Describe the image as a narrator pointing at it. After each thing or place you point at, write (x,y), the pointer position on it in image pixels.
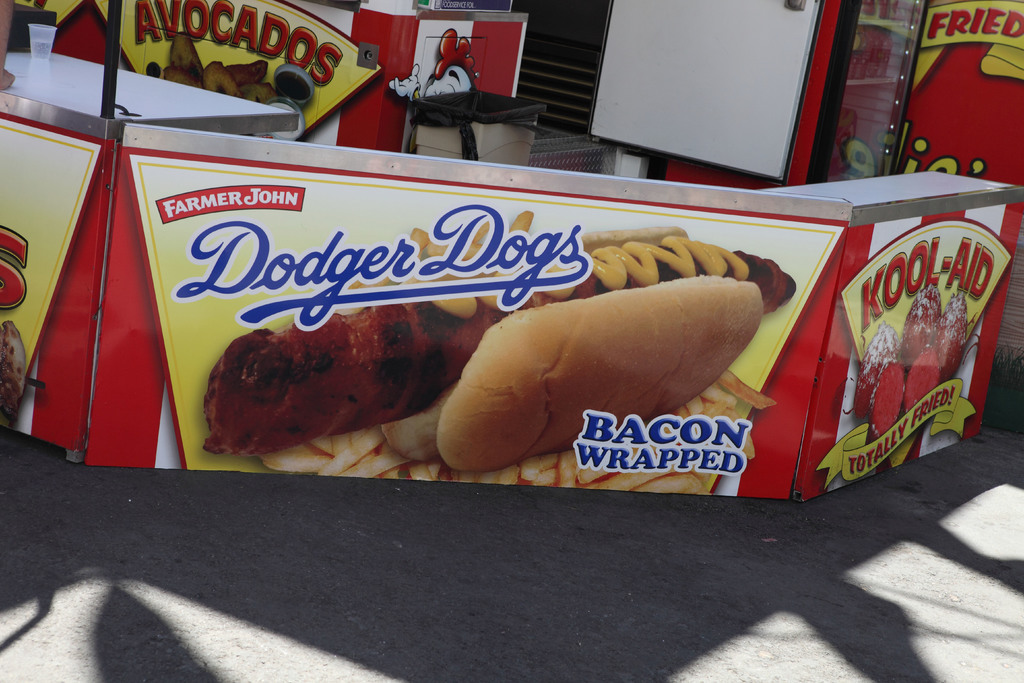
In the image we can see footpath (689,586), table (55,114), poster (409,255), glass (37,43) on the table (34,89), pole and a white board (668,82).
